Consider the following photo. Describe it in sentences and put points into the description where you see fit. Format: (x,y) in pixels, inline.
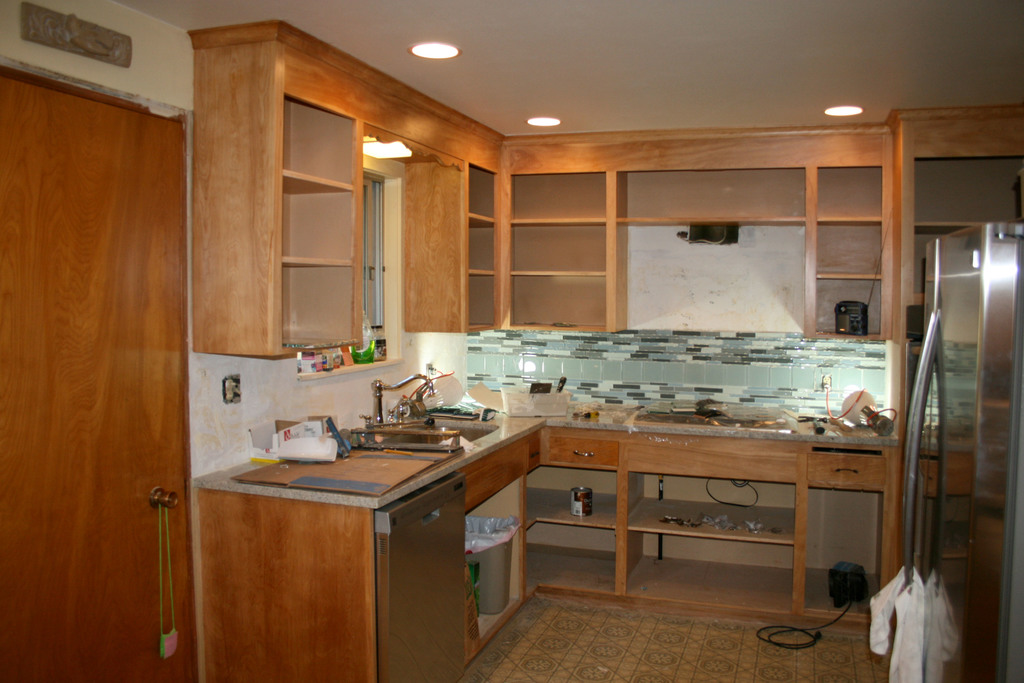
In this image, we can see the inner view of a room (582,152). We can see the ground (568,636). We can see some desks (502,443) with objects (452,450). We can also see a sink (387,433). We can see some shelves (531,203) with objects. We can also see an object (928,283) on the right (928,611). We can see a door (187,515) and the roof (491,117) with some lights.
